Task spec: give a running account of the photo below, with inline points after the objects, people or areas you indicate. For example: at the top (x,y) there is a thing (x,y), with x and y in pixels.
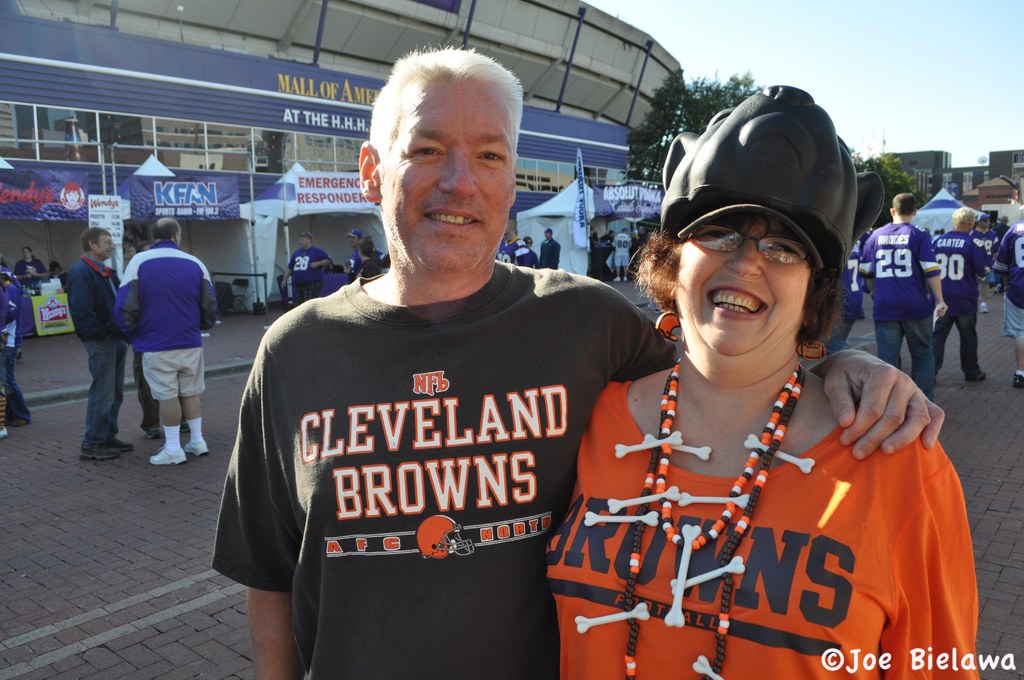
In the foreground of the picture (515,330) there is a man (512,430) and a woman (756,580) standing, behind there are people (139,311), tents (569,224), road (69,518) and other objects (115,207). In the background (592,49) there are trees (664,117) and buildings (595,78). Sky (827,77) is sunny.
